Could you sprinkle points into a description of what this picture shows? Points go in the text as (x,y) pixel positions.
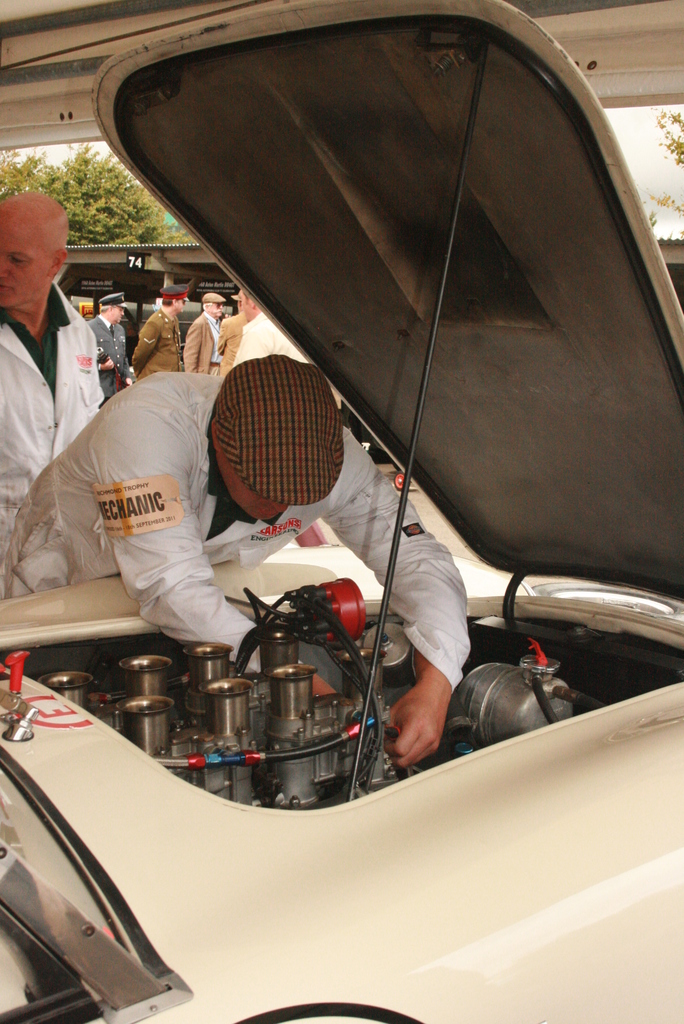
In this picture we can see some people (167,320) standing here, there is a vehicle (373,812) in the front (373,812), we can see a bonnet (483,392) here, there is a vehicle's engine (342,697) here, a man (149,385) in the front (255,471) wore a cap (236,426), in the background (103,199) we can see a tree (80,206).
